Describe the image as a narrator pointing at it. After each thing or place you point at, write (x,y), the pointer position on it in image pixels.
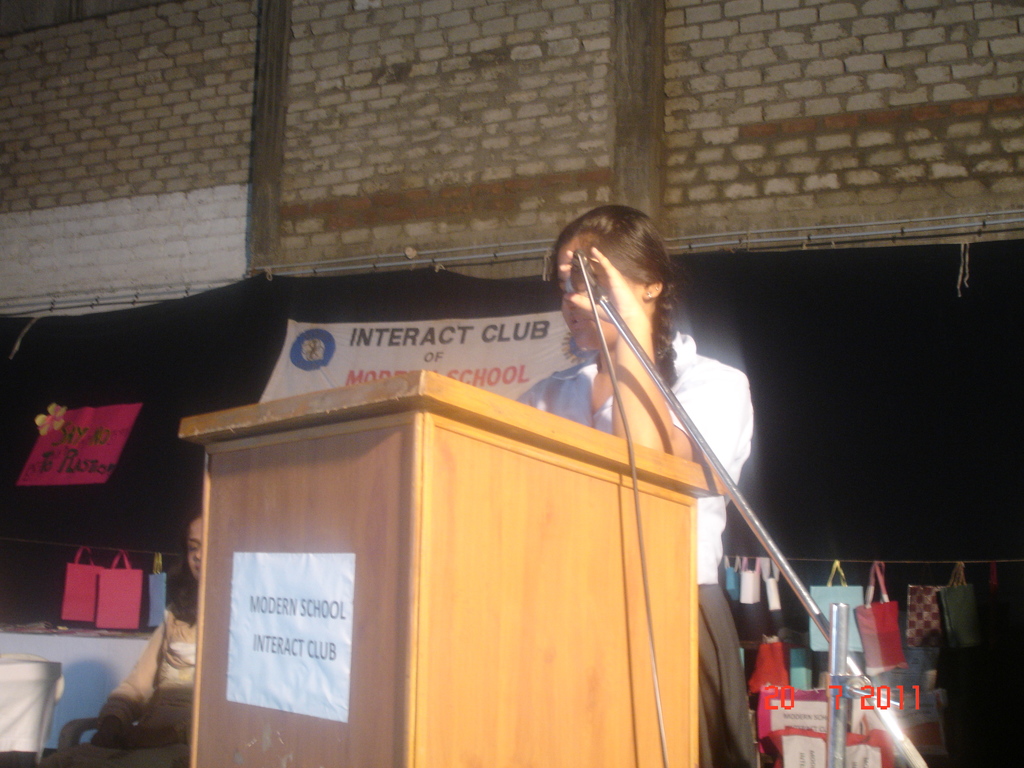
In the image there is a girl (730,654) standing and holding a microphone (602,289) in front of a podium (372,467). On podium (417,610) there is a paper (242,586) which it is written as 'MODERN SCHOOL INTERACT CLUB'. On left side (185,561) there is a woman (142,656) sitting on chair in background (99,471) we can see a black curtain (219,380), hoardings (387,350), few carry bags (933,665) and we can also see a brick wall (495,137).
